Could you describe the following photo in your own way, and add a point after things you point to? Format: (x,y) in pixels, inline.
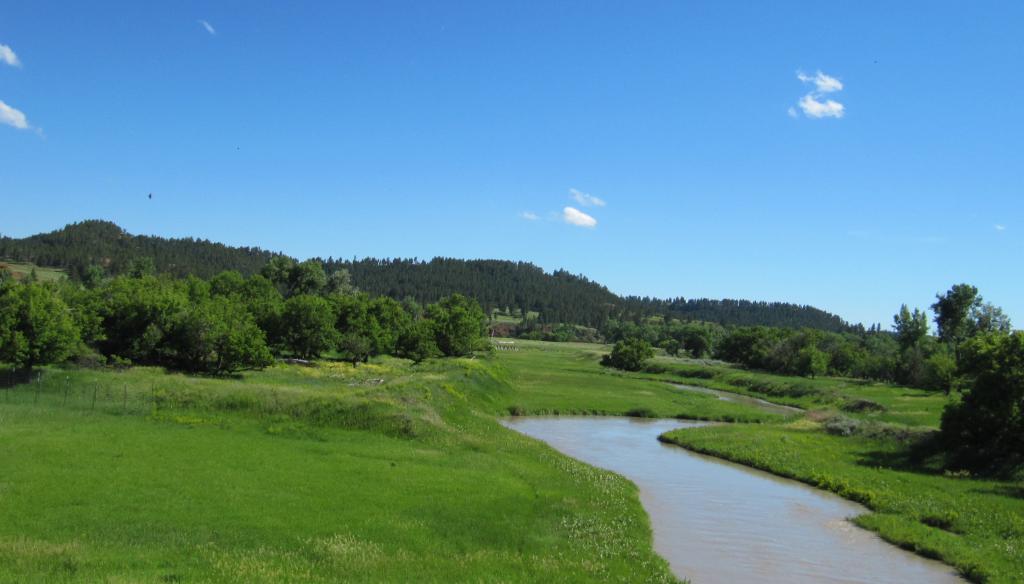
Sky (546,77) is in blue color. Here we can see water (677,532), grass (405,546) and a number of trees (1003,431). These are clouds (823,102).
